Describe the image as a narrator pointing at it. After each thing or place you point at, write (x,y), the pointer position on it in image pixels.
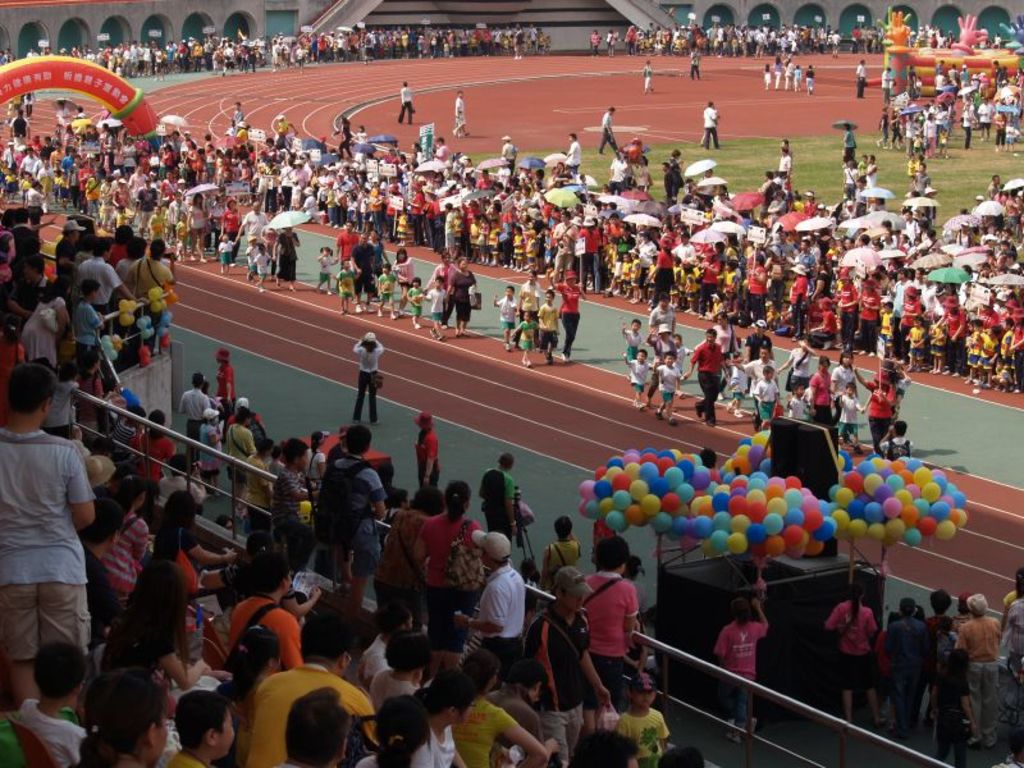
In front of the image there are a few people (292,624) sitting in the stands (200,559) of a stadium (107,472), in front of them there is a metal rod fence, on the ground (314,240) there are a few people (758,260) standing and there are balloons (760,491), some objects (830,501), inflatables (890,64).
